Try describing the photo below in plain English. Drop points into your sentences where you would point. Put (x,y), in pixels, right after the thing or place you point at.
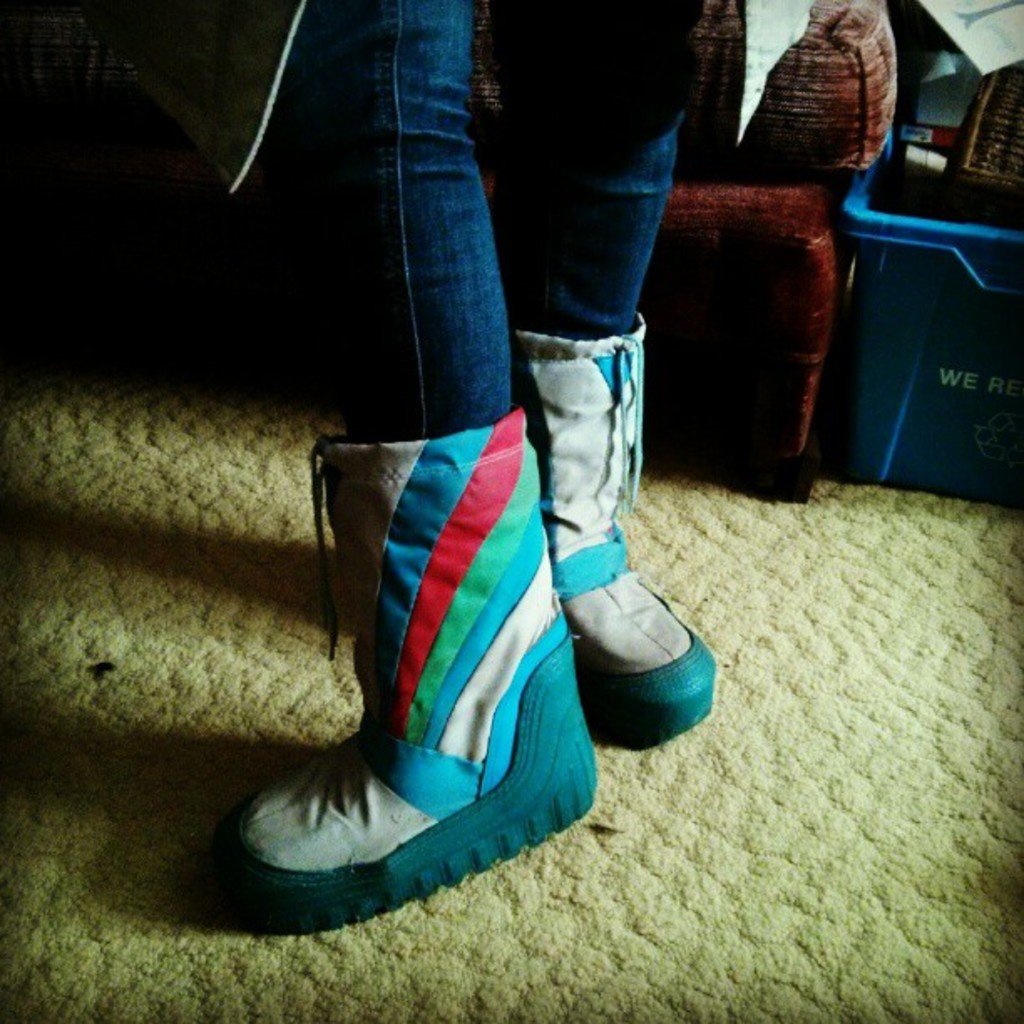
In this picture, we see the legs (401,219) of the person (543,360) wearing the blue jeans (449,336) and the shoes (477,563). These shoes (454,702) are in white, green, blue and red color. At the bottom (554,839), we see a white carpet (638,768). Behind him, we see the sofa (665,240) in brown color. On the right side (957,440), we see a box (973,239) or a basket (957,355) in blue color with some objects (908,167) placed in it.
